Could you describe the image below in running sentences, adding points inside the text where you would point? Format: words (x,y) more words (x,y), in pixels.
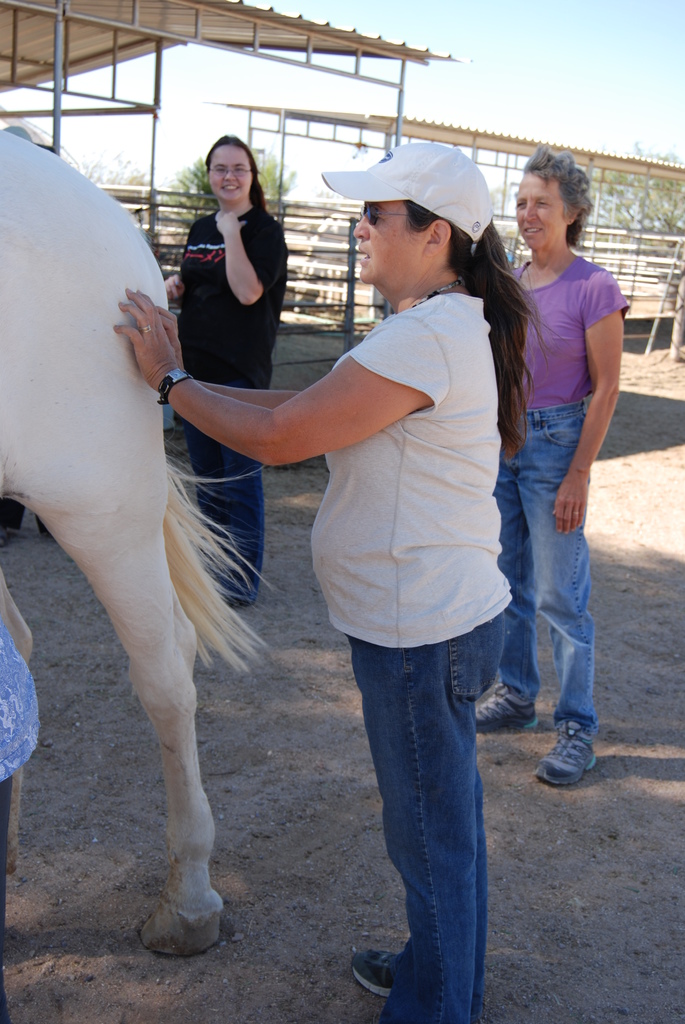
There are three women (545,531) standing. One of the woman (392,186) is wearing a white cap (403,179) who is standing behind the horse (186,618). The horse (186,618) is white in color. In the background (157,98) there are some sheds (312,41) and sky (527,56) here. In the right side (635,195) there are trees (636,191) too.
